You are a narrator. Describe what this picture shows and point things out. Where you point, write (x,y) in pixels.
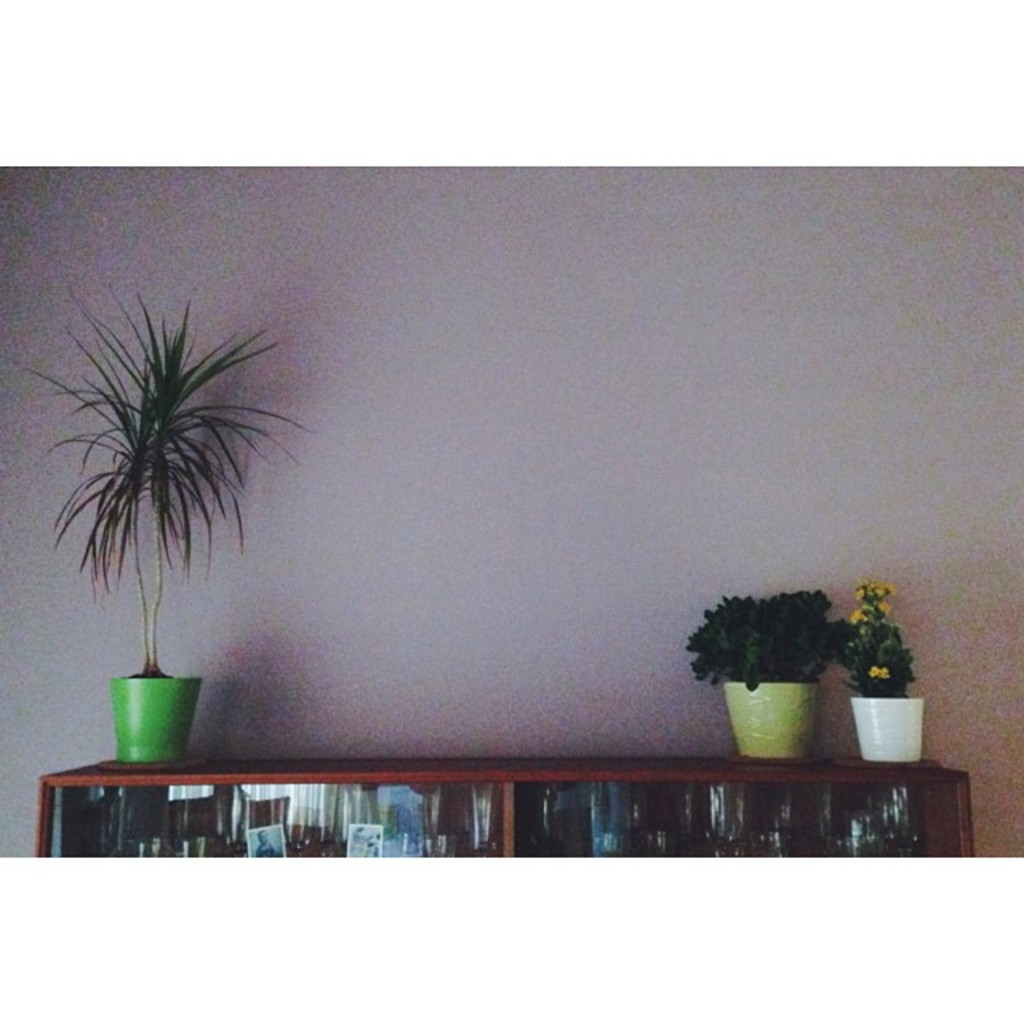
In this image we can see there is the cupboard (829,788) and there are a few objects (318,804) in it and there are potted plants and at the back (950,566) there is the wall (998,435).
